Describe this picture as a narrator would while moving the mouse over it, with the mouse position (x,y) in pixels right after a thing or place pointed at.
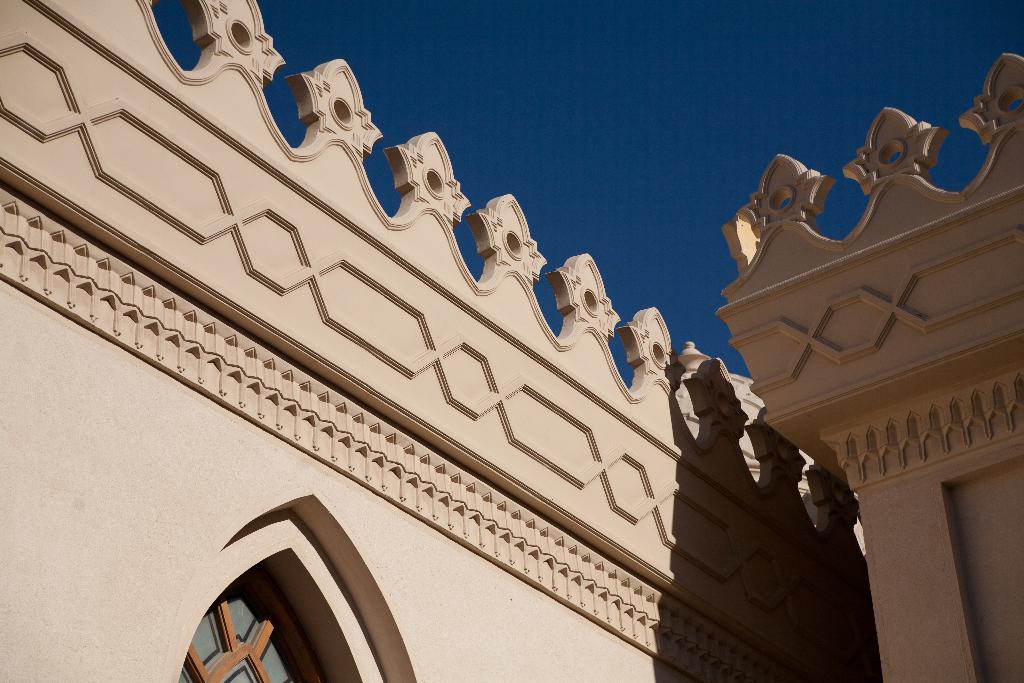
In this picture we can observe wall (473,592) of a building (461,531). We can observe design (215,340) on this wall (308,334). There is a window (247,642). In the background (588,121) there is a sky (548,86).
